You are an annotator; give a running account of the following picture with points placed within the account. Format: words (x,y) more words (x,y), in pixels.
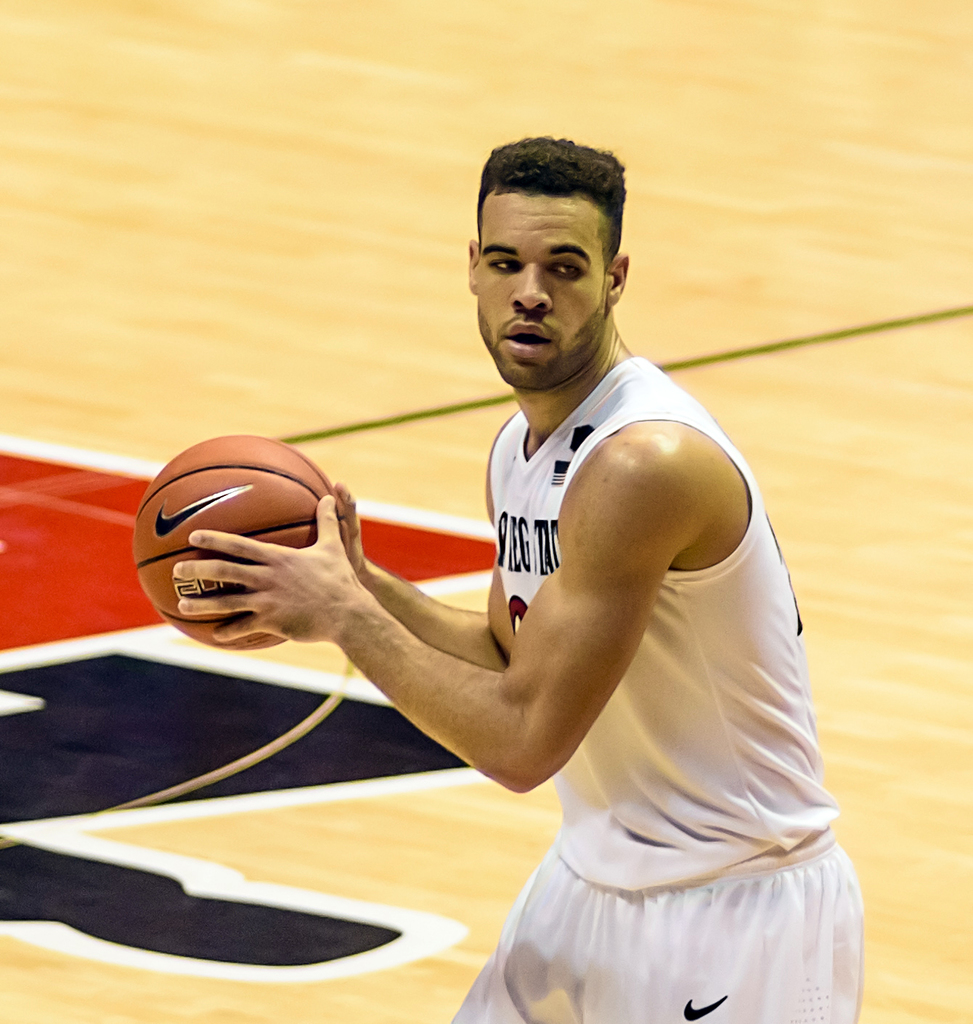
In the center of the picture (520,507) there is a man (562,596) in white jersey (698,727), holding a basketball (193,545). The man (483,613) is on a basketball court (339,207).
